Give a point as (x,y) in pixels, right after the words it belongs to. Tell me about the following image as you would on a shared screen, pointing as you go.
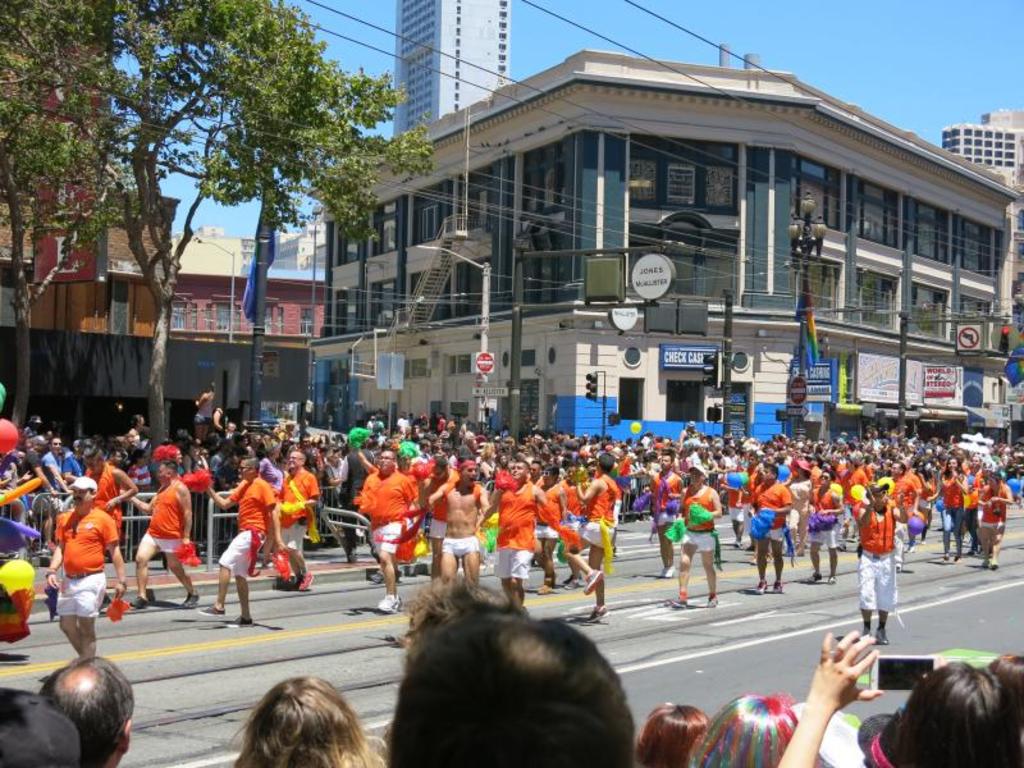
This is the picture of a city (568,262). In this image there are group of people (511,521) walking on the road (322,608) and there are group of people (20,472) standing behind the railing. At the back (899,397) there are buildings (366,343), trees (182,88) and poles (260,317) and there are boards (888,376) and wires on the poles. At the top (857,52) there is sky (834,59). At the bottom (733,591) there is a road (730,615). In the foreground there are group of people (1009,742).
